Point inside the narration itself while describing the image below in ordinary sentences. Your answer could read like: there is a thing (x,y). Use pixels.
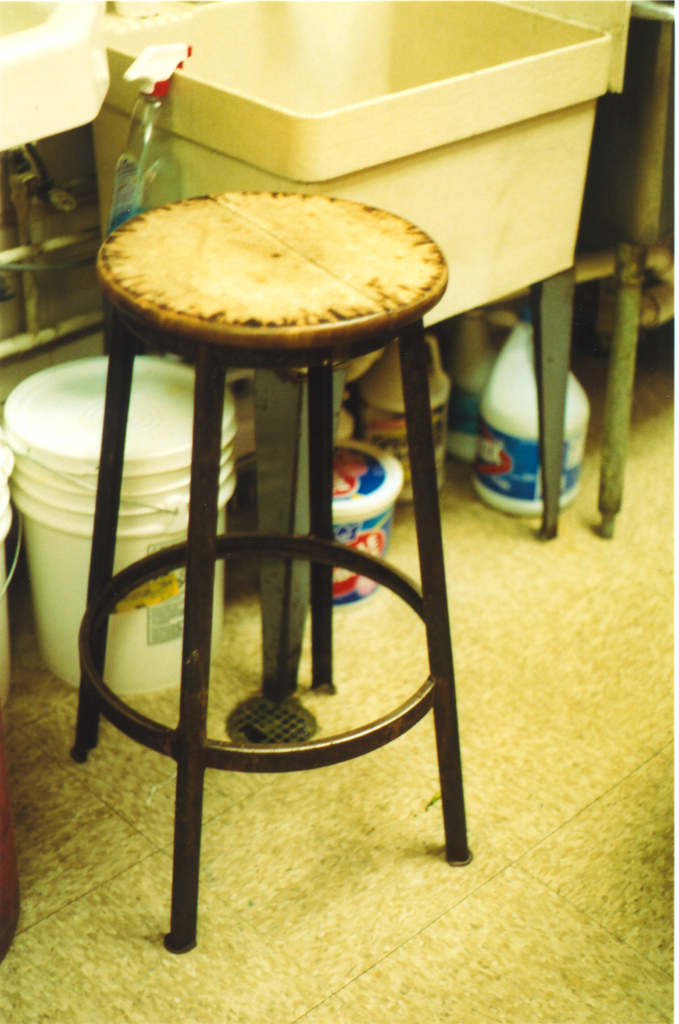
In this image there is a stool (292,233), cleanser bottle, buckets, boxes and some items (463,329) on the floor (651,500).
